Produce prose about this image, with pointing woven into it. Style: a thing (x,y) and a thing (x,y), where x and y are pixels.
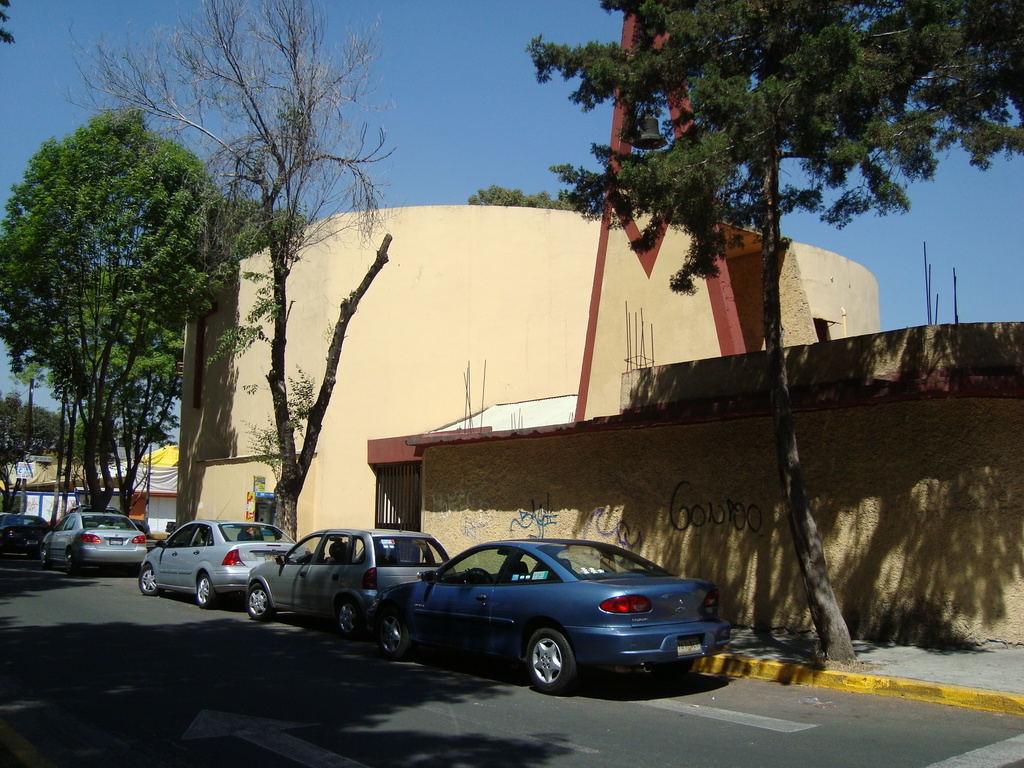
In this picture we can see cars (578,638) on the road (257,767), building (511,500), trees (279,515), rods (955,297), some objects (268,522) and in the background (568,95) we can see the sky (419,56).
